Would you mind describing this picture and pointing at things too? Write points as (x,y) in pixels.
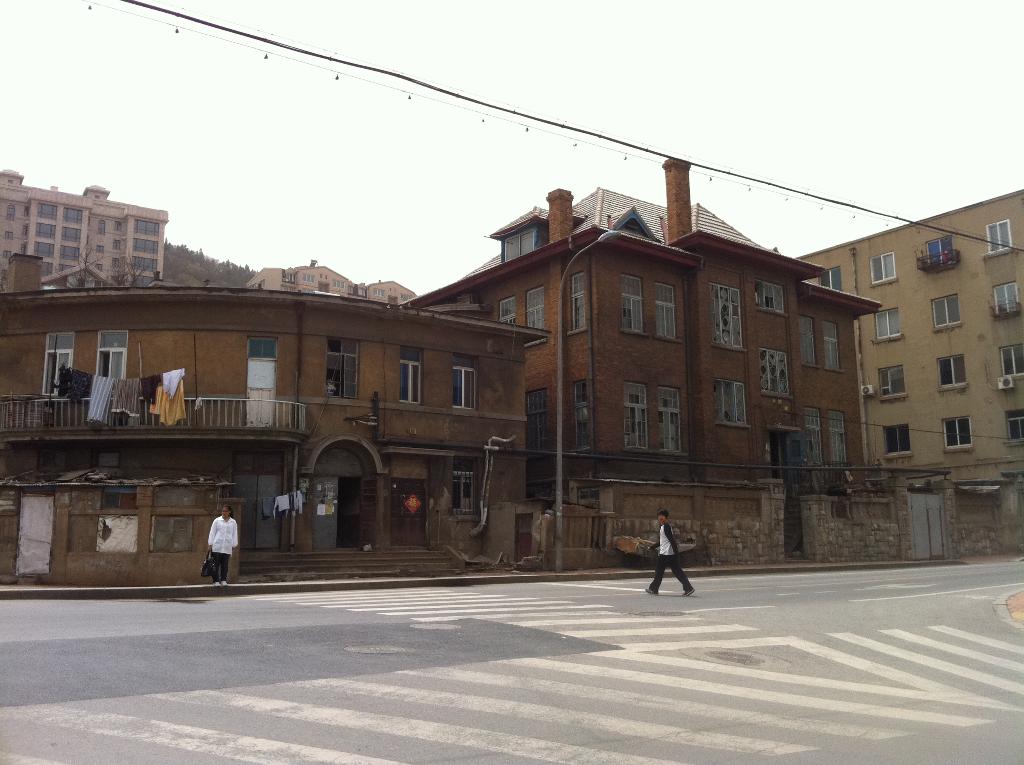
In this picture I can observe a person (661,563) walking on the road (645,598). On the left side (215,526) I can observe another person (228,556). Behind the person (226,520) I can observe buildings (397,377). In the background (305,168) I can observe sky (438,110).
